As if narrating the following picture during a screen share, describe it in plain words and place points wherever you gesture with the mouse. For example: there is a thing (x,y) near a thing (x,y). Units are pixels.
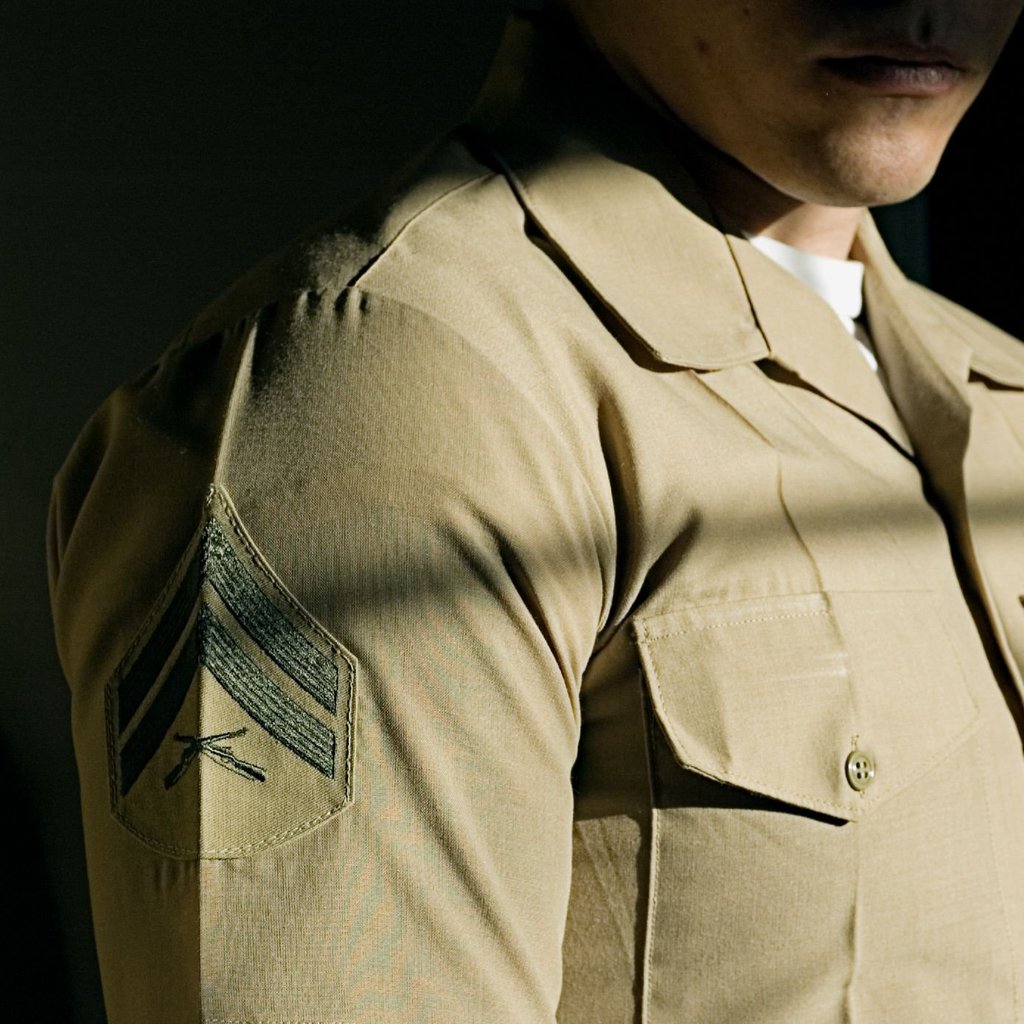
In this image I can see one person (781,202) and I can see this person (729,560) is wearing a uniform (694,324).
